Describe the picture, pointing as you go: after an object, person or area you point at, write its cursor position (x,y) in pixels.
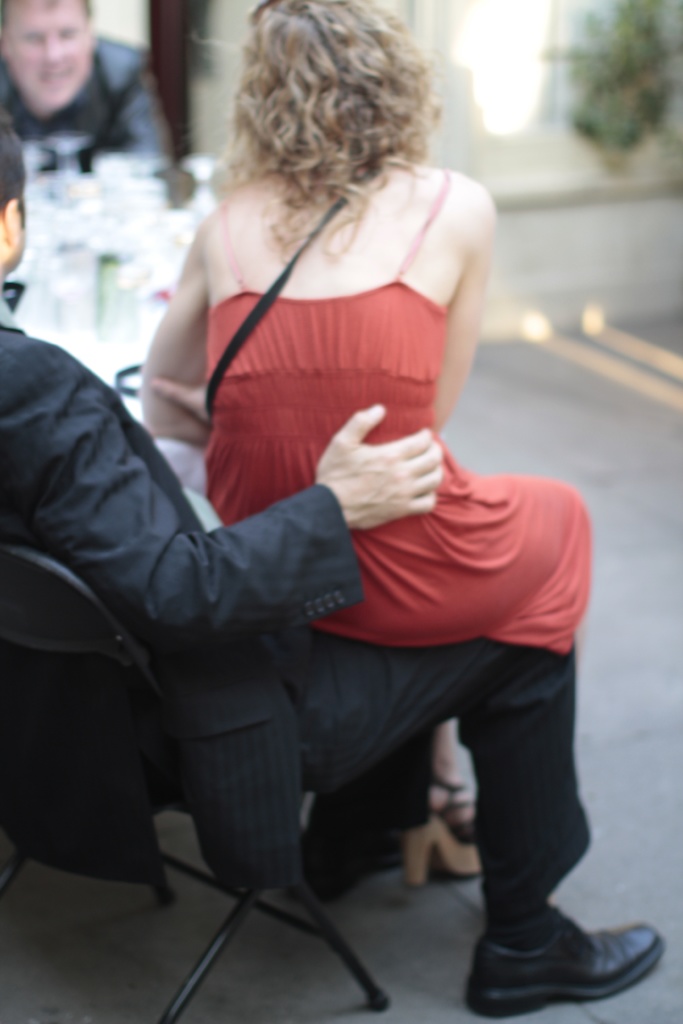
This woman (353,295) is sitting on this person (407,505) and this person (239,662) is sitting on a chair (46,588). Background (615,11) it is blur. We can see glasses (128,217), person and things (600,87).
